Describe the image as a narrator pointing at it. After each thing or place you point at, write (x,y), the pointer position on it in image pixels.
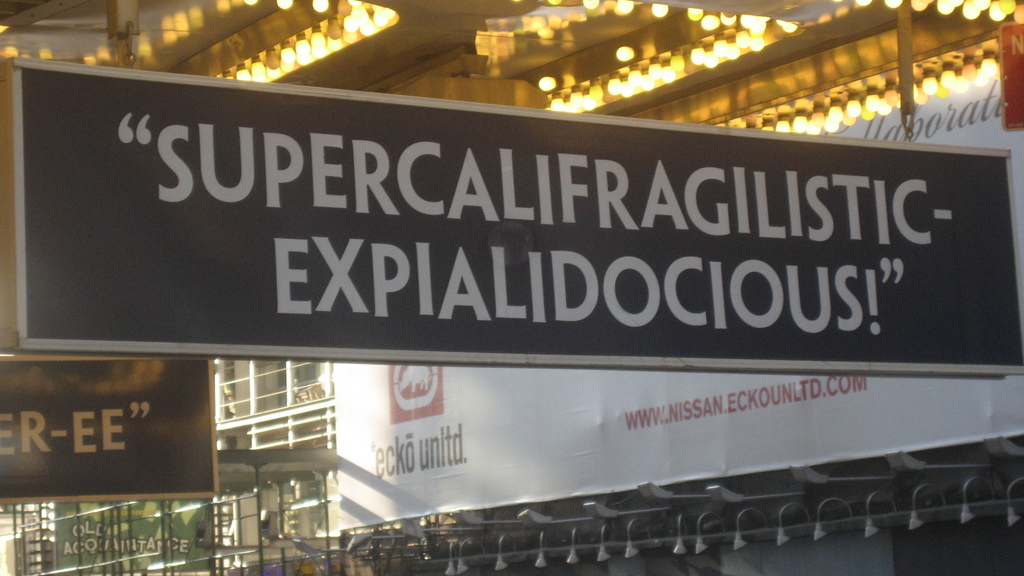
This is a building (976,479) and here we can see hoardings (406,262), banners (611,421) and lights (747,120).
